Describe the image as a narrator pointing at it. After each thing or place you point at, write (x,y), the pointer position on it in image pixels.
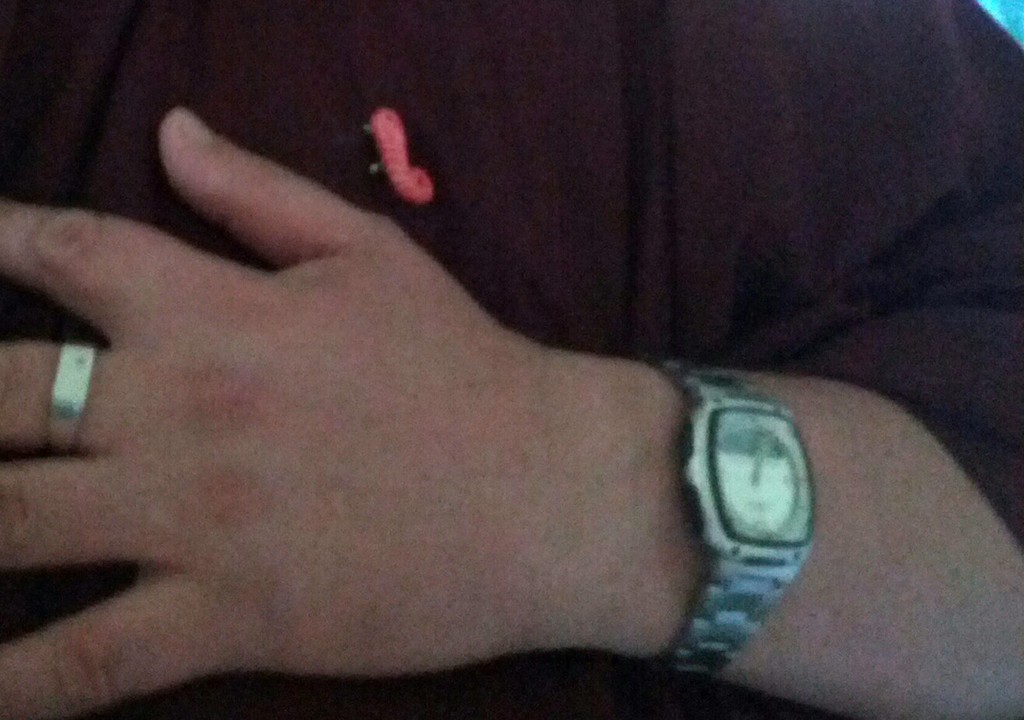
In this picture we can see person's hand (376,348) with watch (719,543) and ring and we can see cloth (621,236).
